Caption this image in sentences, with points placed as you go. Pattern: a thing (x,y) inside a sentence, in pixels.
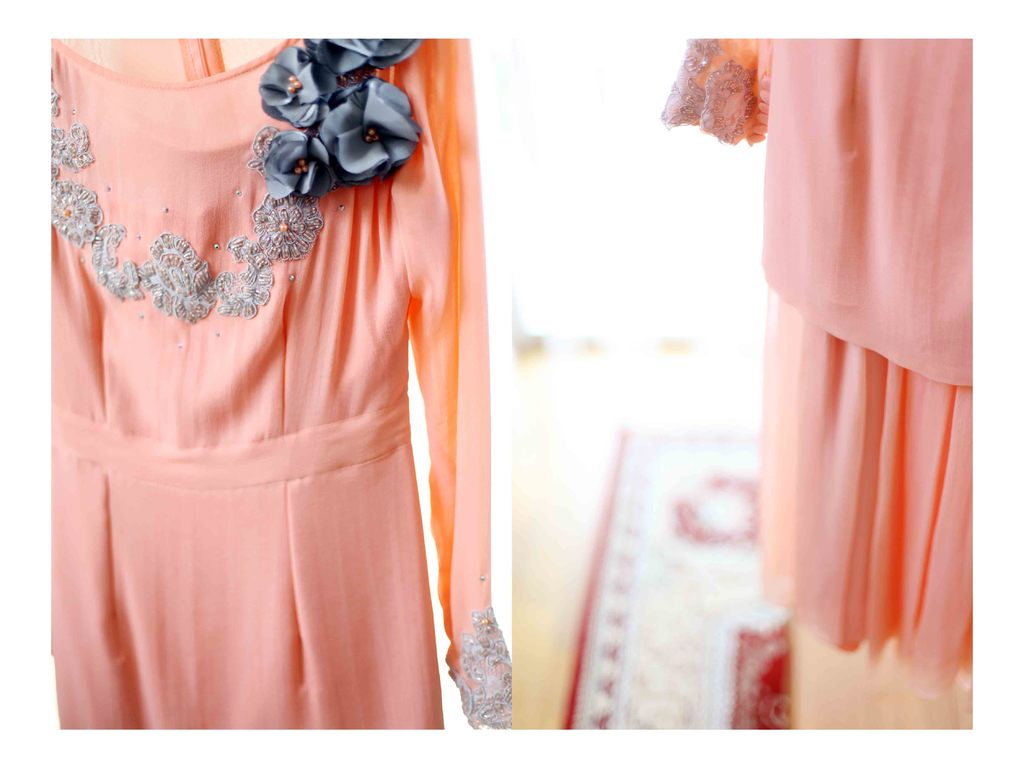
In the image there are two pink dresses (395,394) hanging and there is carpet (631,543) on the floor (560,550).
